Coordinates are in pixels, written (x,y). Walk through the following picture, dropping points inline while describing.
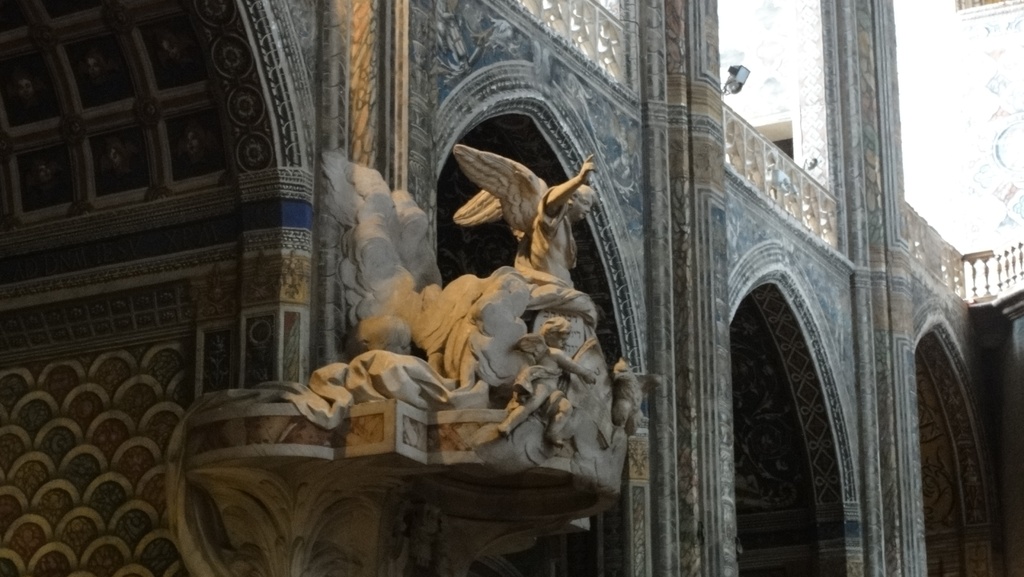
The picture is of a building (758,204). Here there is a sculpture (418,263). The walls (339,75) of the building (744,288) are decorated. This is looking like a camera (736,86).
